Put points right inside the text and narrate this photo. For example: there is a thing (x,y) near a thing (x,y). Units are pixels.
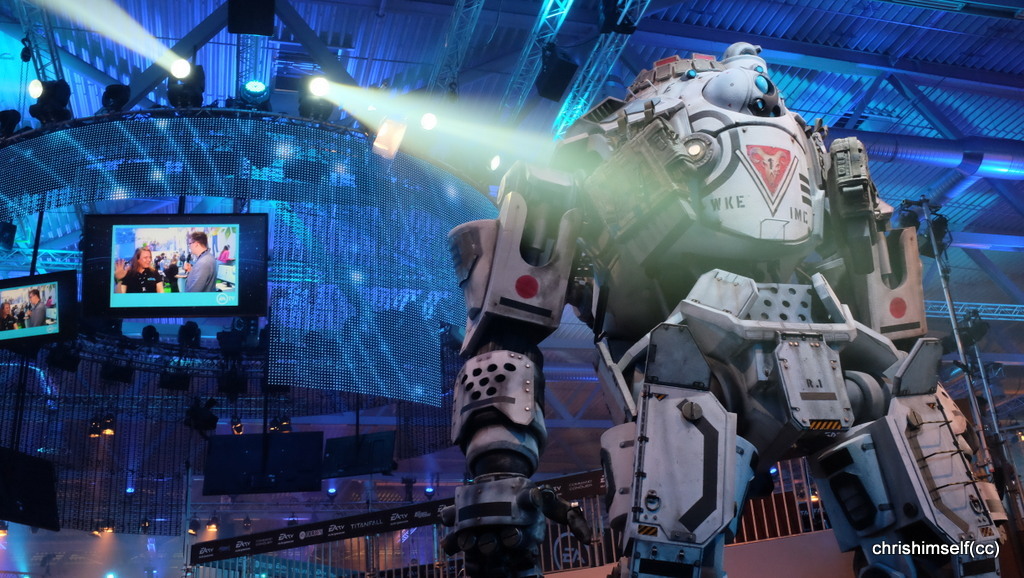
In this picture we can see a robot (675,483), poles (972,392), fence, screens (219,300) and in the background (286,333) we can see the lights (309,110), some objects (912,164) and at the bottom right corner of this picture (942,553) we can see some text (881,553).
